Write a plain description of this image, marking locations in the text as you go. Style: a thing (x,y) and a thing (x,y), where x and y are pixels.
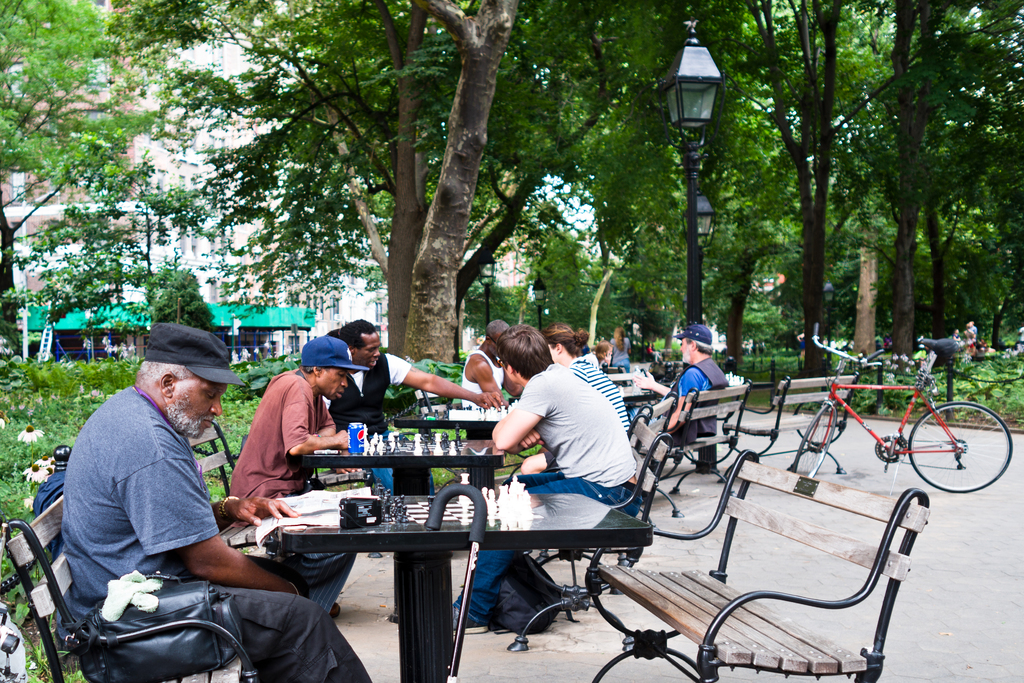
Here we can see some persons (297,377) are sitting on the benches (672,600). These are the tables (424,589). On the table (444,614) there are chess boards (444,454), book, and a tin (359,450). This is road (996,559) and there is a bicycle (900,426). Here we can see some plants (68,385) and there are trees (634,167). This is pole (683,59) and there is a building (182,172).
